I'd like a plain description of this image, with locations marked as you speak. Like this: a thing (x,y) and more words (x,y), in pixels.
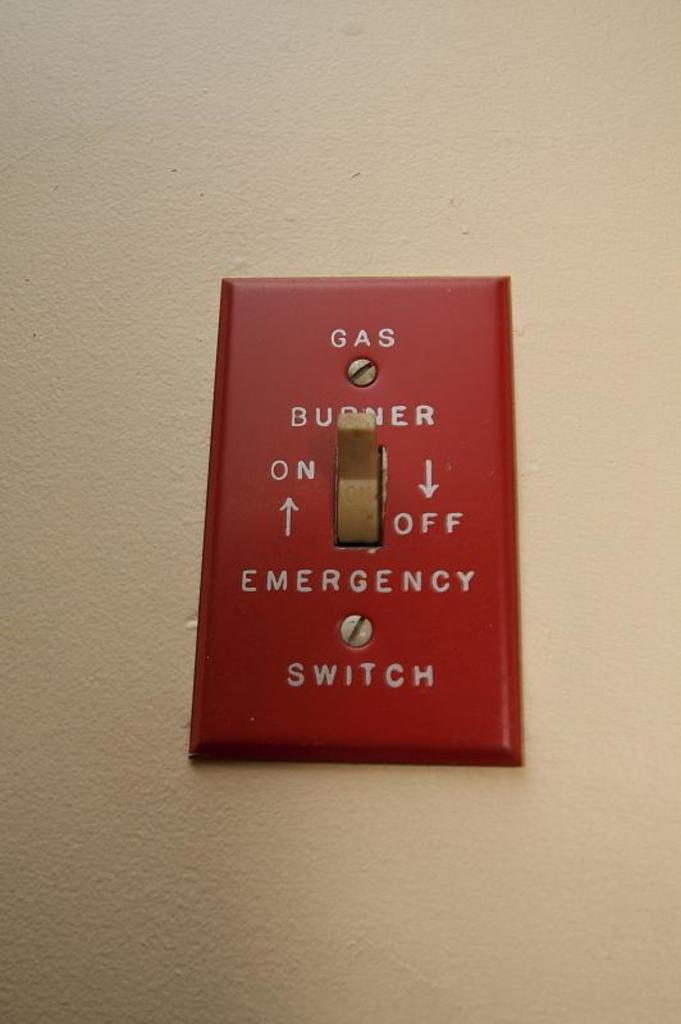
In this image there is a emergency switch (359,337) on the wall (265,121).
